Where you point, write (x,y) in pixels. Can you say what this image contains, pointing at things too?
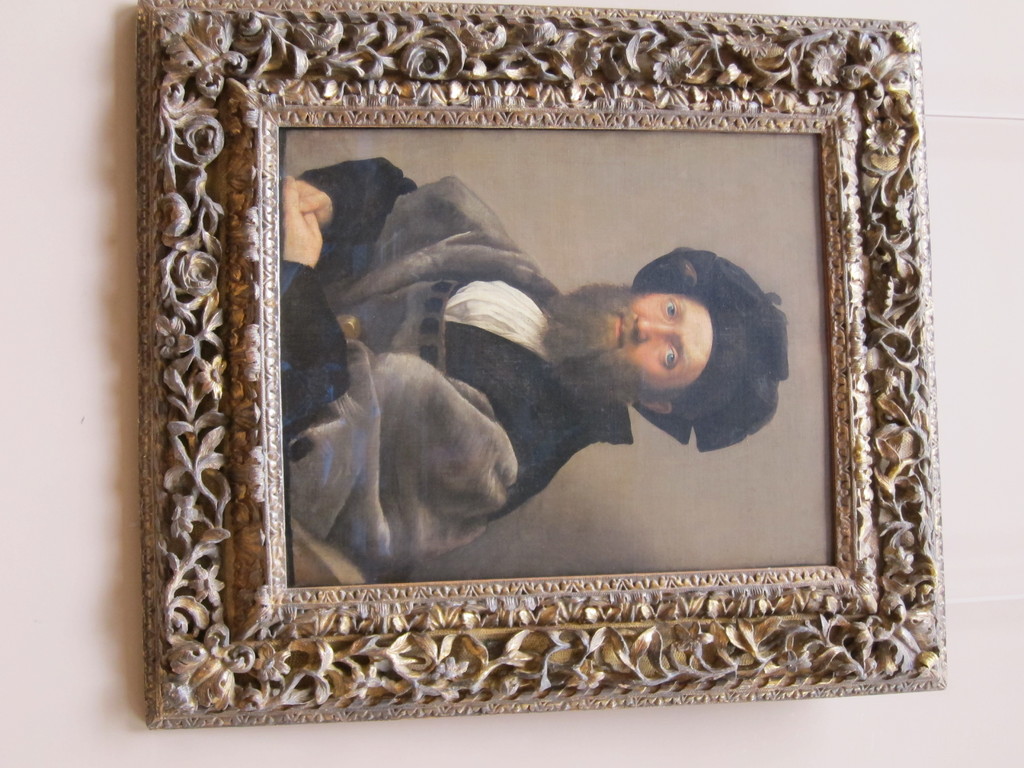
In this image I can see the photo frame (585,75) and in it I can see a photograph (577,380) of a person (472,370) wearing black and white colored dress (520,346). I can see the light pink colored background (2,232).
